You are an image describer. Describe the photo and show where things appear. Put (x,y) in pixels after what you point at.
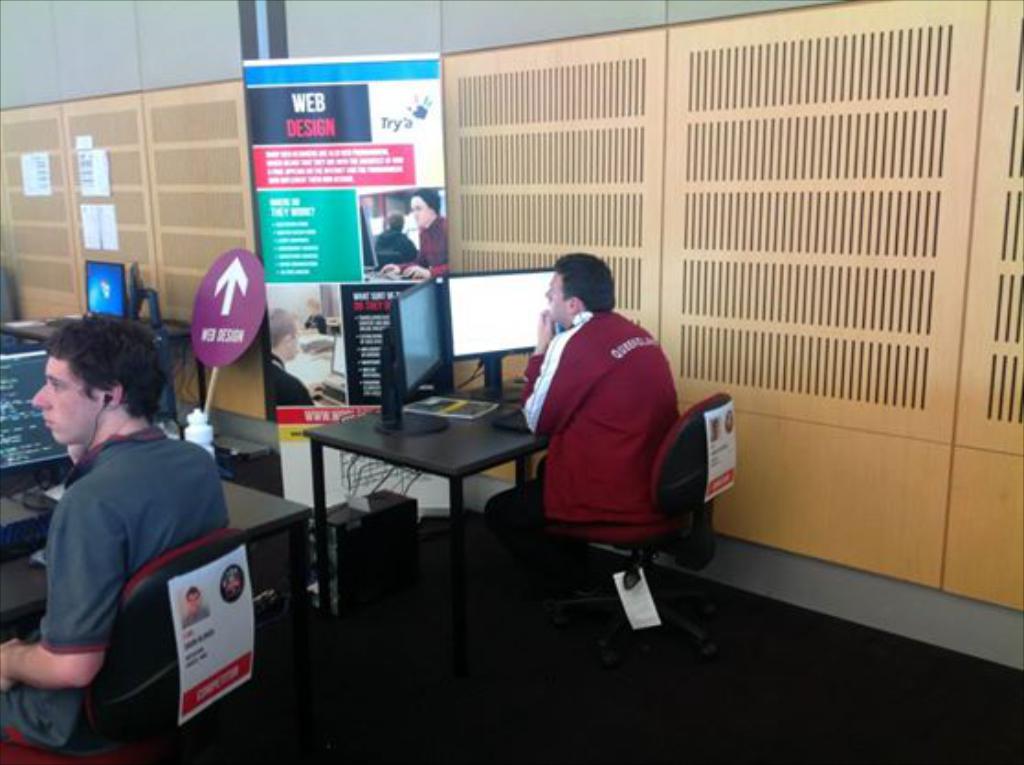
In the image there are two men (566,525) sitting in front of table (370,431) with desktops (420,327) on it and behind there is a wall (94,63) with a banner (390,138) in the middle (404,266).
